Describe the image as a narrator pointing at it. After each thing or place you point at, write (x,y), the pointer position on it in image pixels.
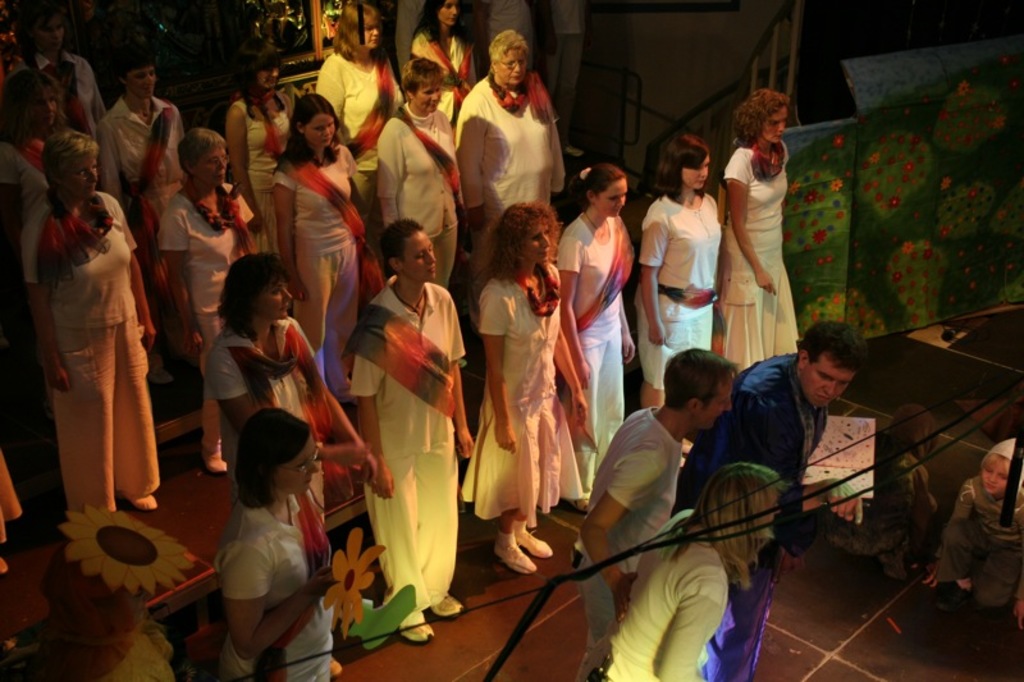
In the picture I can see a group of people (284,91) standing on the floor (163,469). They are wearing a white color dress (461,181). There is a man (852,516) on the bottom right side (728,638) and he is holding a book (834,436). I can see two children (1013,529) on the floor (959,470) on the bottom right side (987,538).
